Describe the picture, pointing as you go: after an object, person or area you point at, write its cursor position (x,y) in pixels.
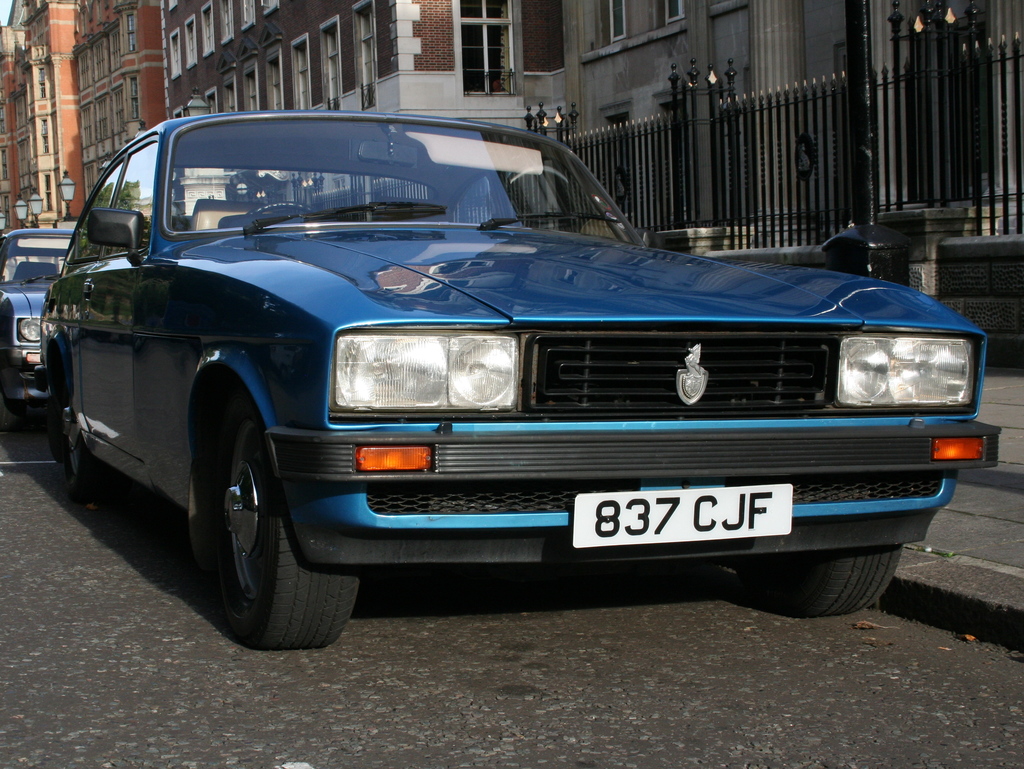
In this image there are cars (262,311) parked on the road (0,475), beside the cars (659,314) there are buildings (157,88).
